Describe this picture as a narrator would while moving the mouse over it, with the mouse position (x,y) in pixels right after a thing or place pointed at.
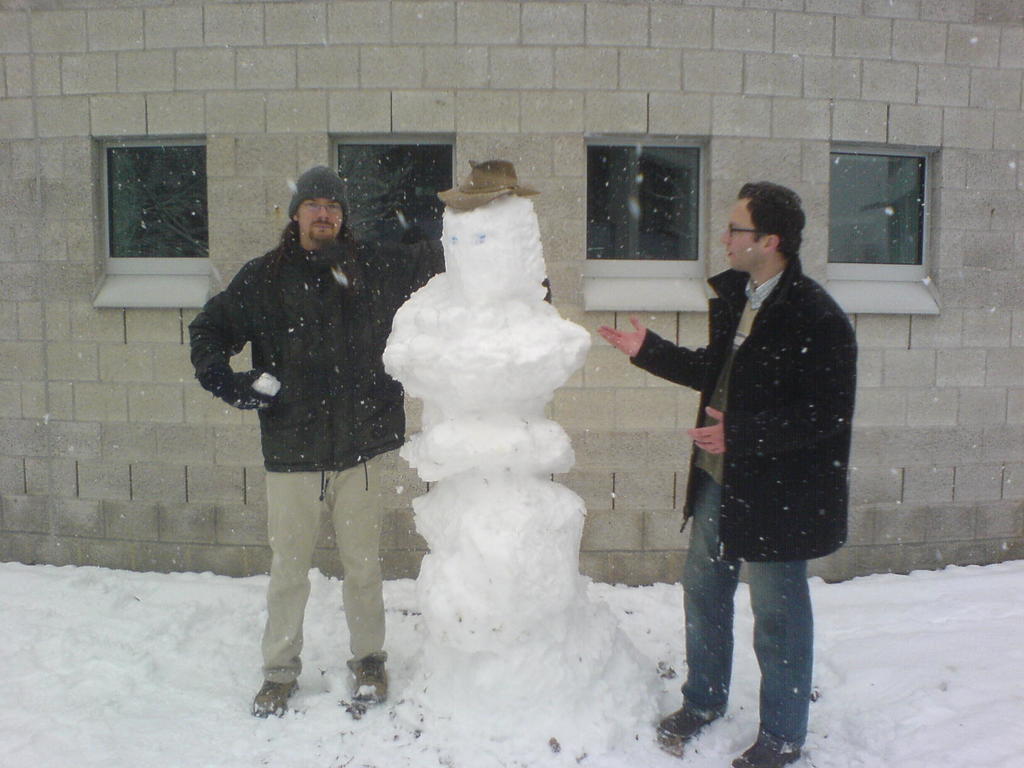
In this image we can see two persons (282,371) standing, a wall (12,507) with windows (165,163) and we can also see the snow (485,468).
